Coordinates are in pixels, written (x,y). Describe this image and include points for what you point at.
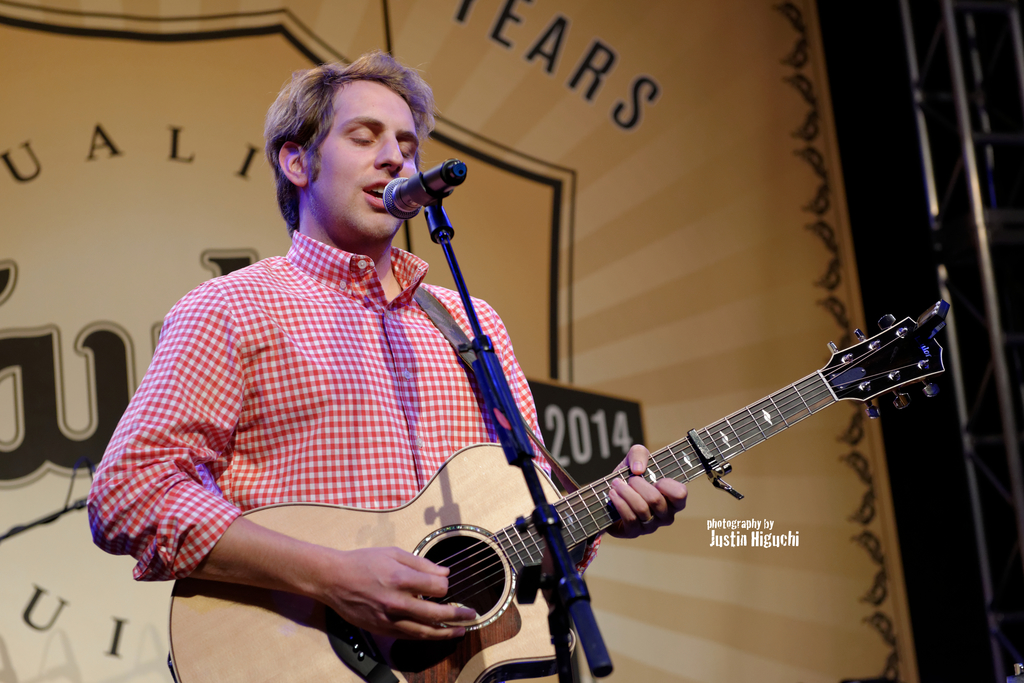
there is a person (384,576) who is playing guitar (439,529) and singing song in a microphone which is present in front of him.
